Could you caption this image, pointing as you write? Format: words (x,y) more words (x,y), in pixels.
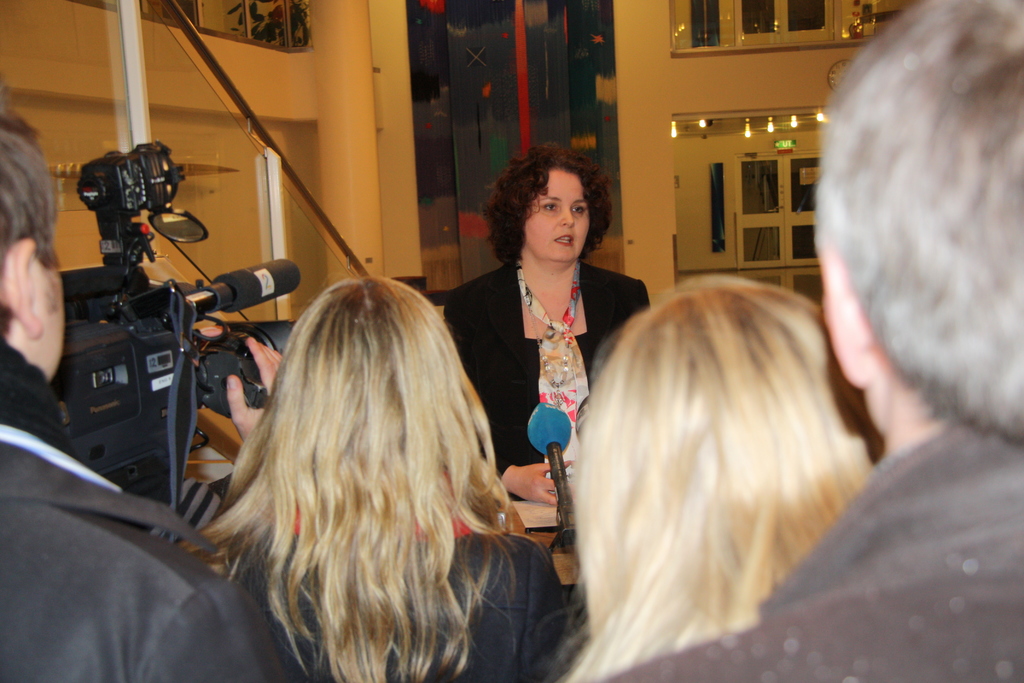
In this picture there are people (267,472), among them there is a person (210,593) holding a camera (194,310) and we can see microphone (568,545) on the podium (565,557). In the background of the image (481,268) we can see wall (701,182), lights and railing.
